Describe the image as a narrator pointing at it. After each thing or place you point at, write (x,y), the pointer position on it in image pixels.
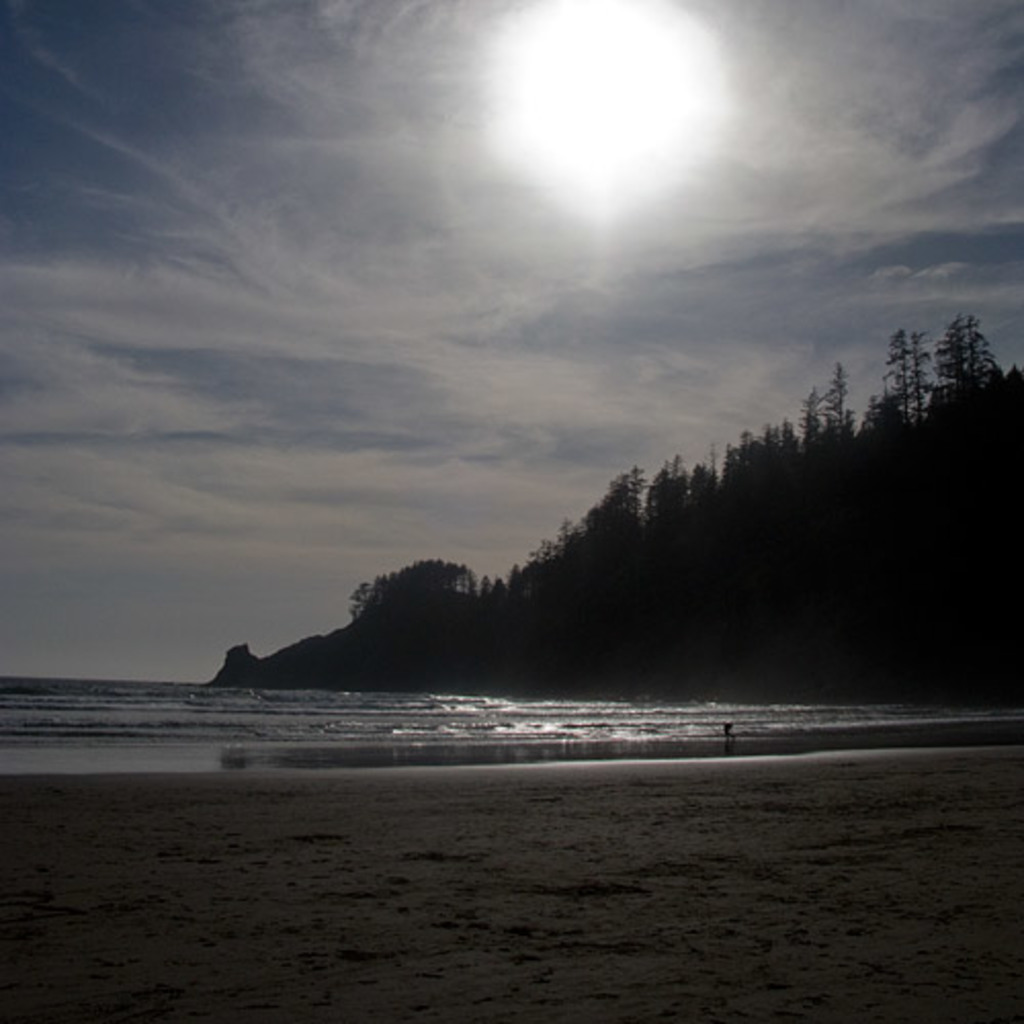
In this picture I can see ground (667,765), water (455,725) and trees (771,542). In the background (397,403) I can see the sky (379,233) and the sun (557,126).
